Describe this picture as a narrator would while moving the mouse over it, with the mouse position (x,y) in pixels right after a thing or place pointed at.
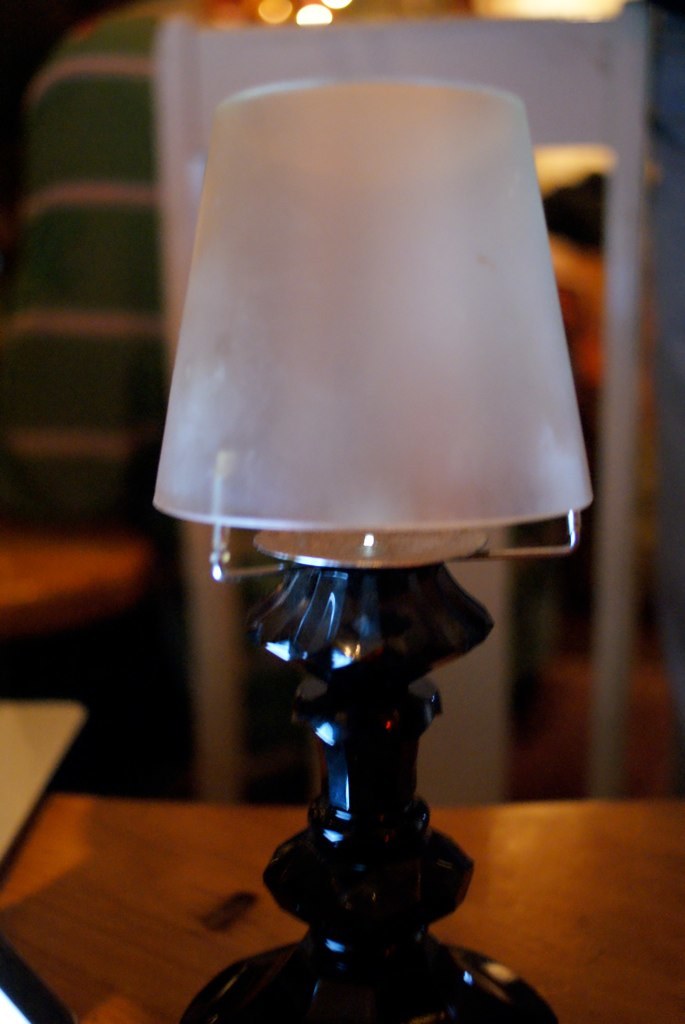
In this image I can see a lamp (368,764) which is in black and white color. The lamp (325,369) is on the brown table (511,902). Background (147,173) is blurred.
